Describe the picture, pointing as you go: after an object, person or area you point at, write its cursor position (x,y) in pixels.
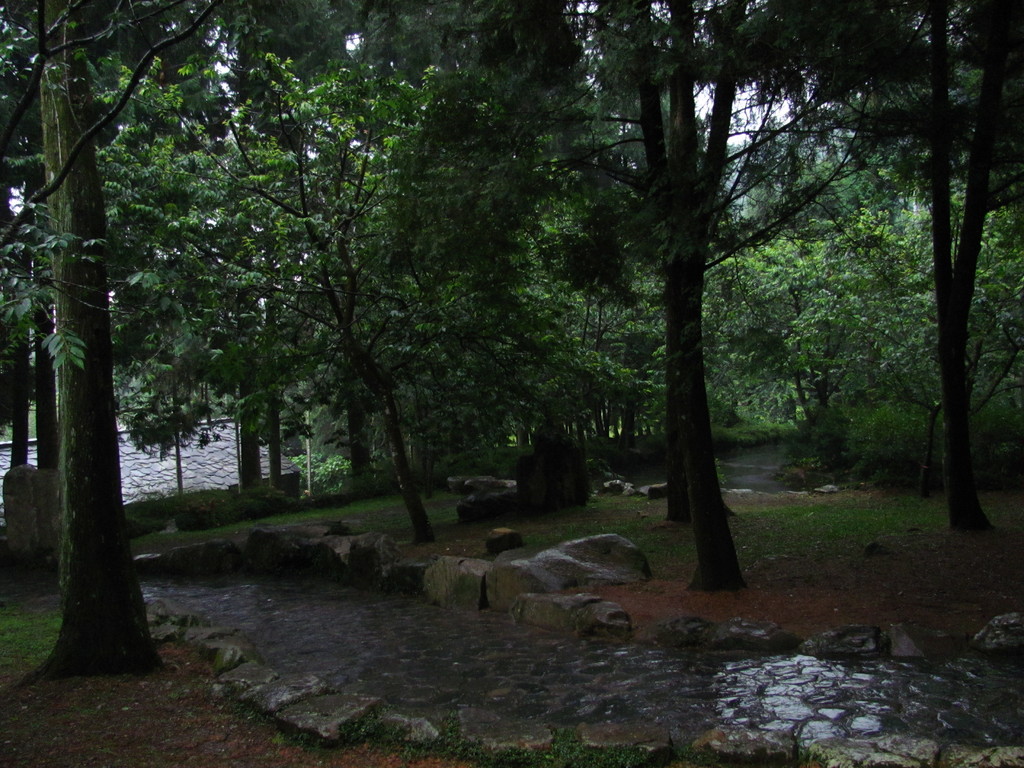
In this image in the background (182,239) there are a group of trees (459,340), and at the bottom (327,629) there is a walkway (911,701) and some rocks (259,681) and sand (615,589).
